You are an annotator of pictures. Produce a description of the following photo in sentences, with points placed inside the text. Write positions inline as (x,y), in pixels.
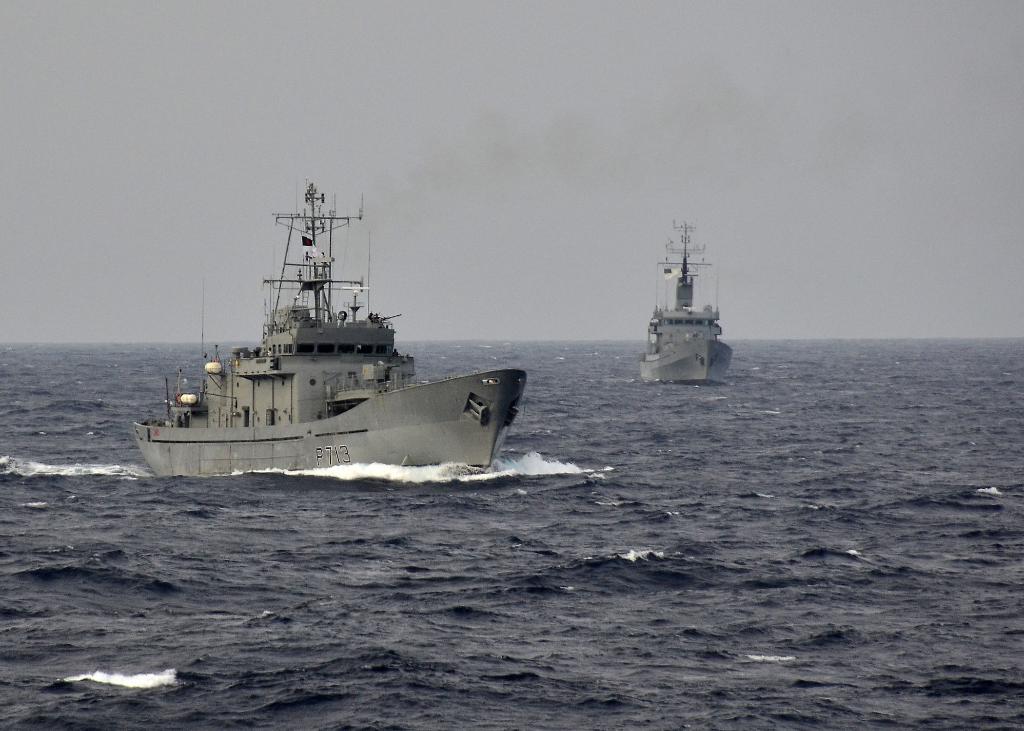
In the middle (350,389) I can see two boats (514,413) in the water (572,578) and the sky (425,201). This image is taken may be in the ocean (593,585).
